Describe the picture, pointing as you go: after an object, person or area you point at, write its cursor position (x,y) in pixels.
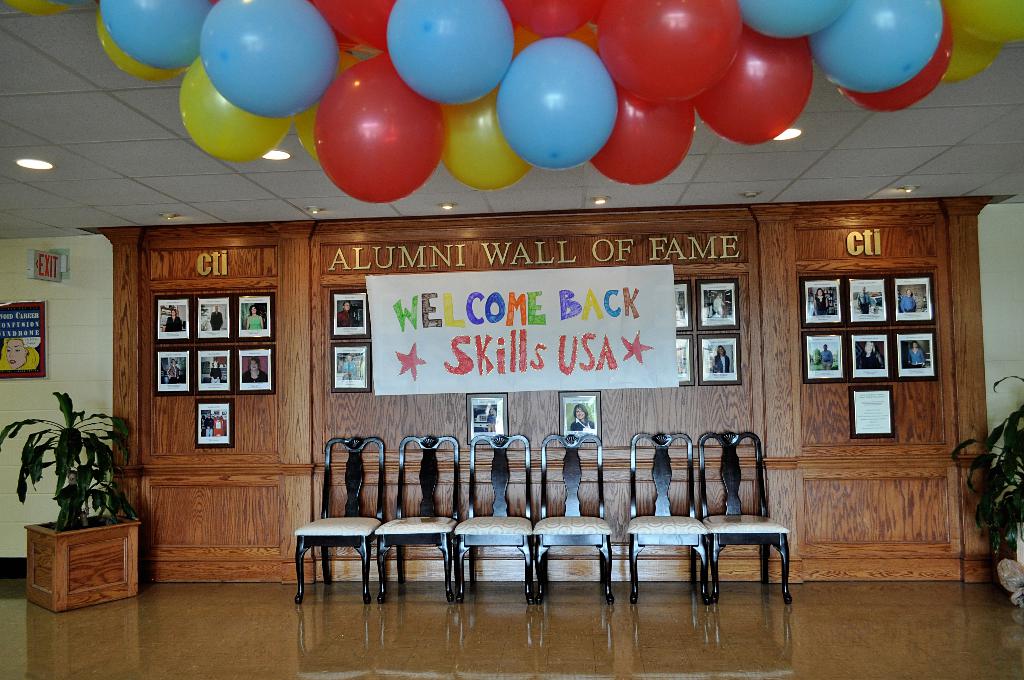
In the center of the image (357,448) there are chairs (357,448). In the background of the image (273,227) there is a wall (801,327) on which there are photo frames (584,409). At the top of the image (535,4) there are balloons (550,2). There is a plant (79,474).
